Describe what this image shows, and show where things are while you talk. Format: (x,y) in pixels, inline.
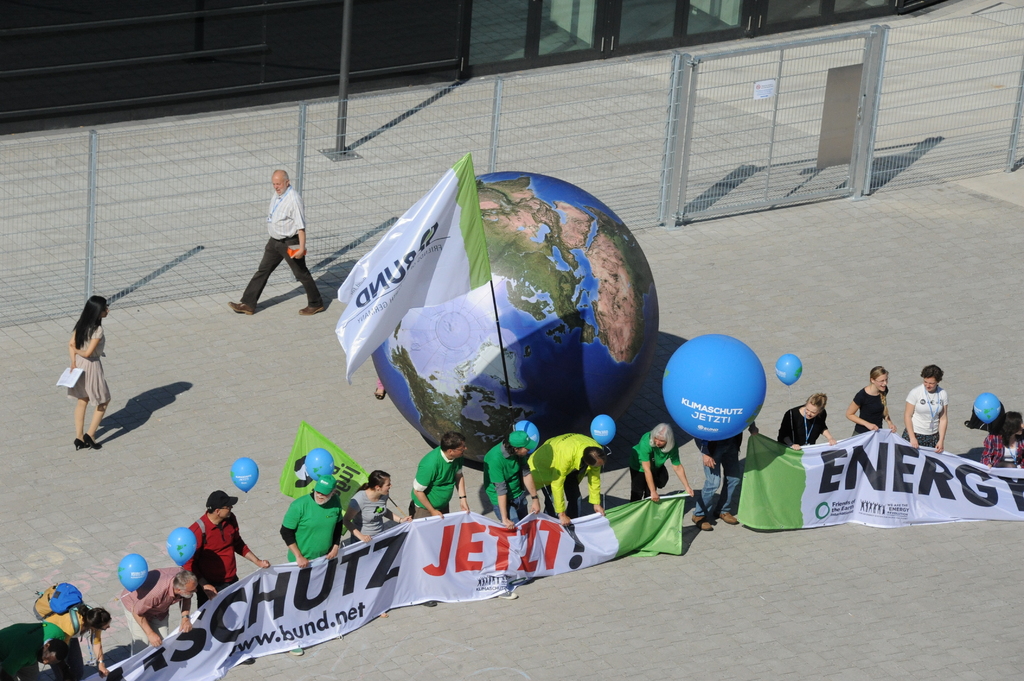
This image is taken outdoors. At the bottom of the image (666,610) there is a floor (834,396). In the background (563,143) there is a fence (970,167). There are a few iron bars (355,72) and a pole (344,95). In the middle of the image (523,452) many people (140,596) are standing on the floor (839,381) and they are holding banners (331,612) with a text (456,564) on them and there are a few balloons (687,387). There is an artificial globe (526,298) and a flag (413,255). A man (253,287) is walking on the floor (238,348) and a woman (99,317) is walking on the floor (144,402).
